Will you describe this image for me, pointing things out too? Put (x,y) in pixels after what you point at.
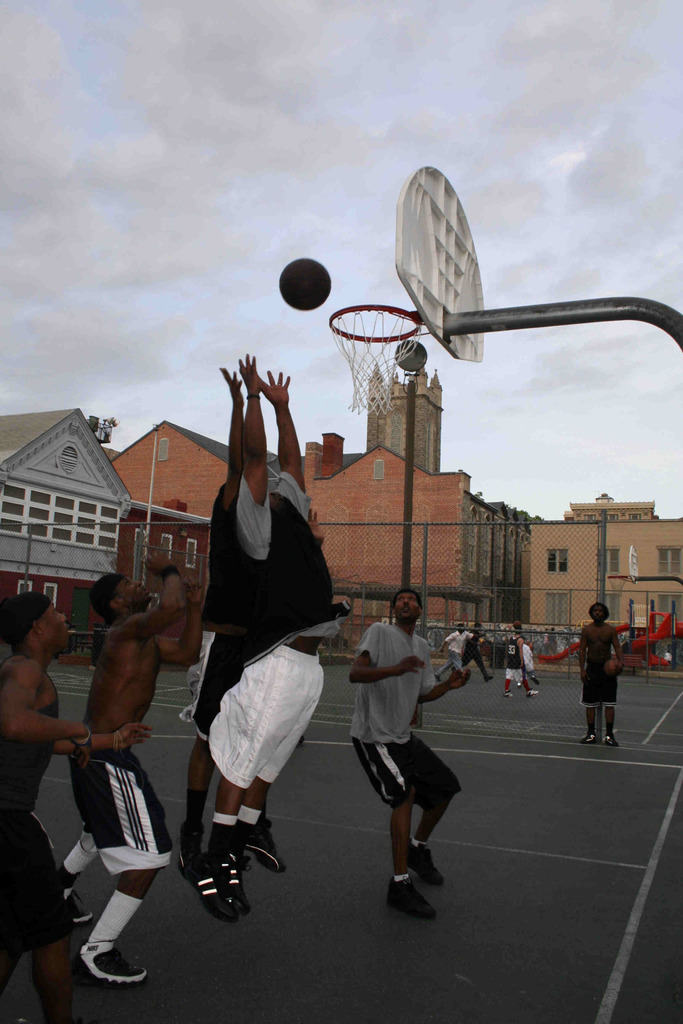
In the picture I can see some people (409,684) are playing in ground (293,767), around the ground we can see fence (338,569), the other side of the fence (35,545) we can see some buildings (15,548).
